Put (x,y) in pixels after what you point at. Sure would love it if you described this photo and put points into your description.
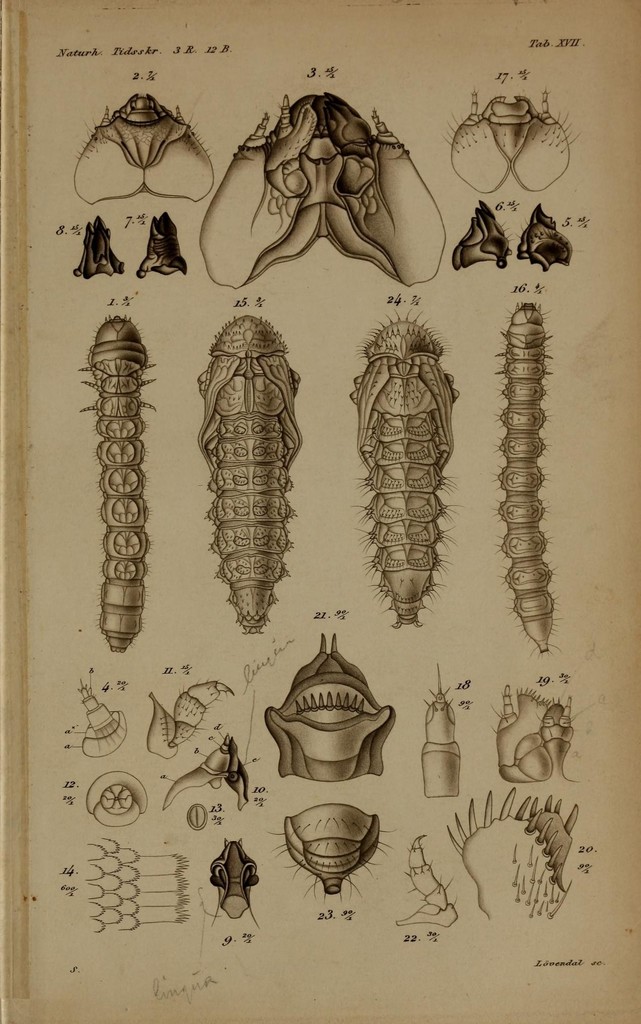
In this picture we can see a paper (509,566), in the paper (476,635) we can find pictures (228,279) of an insects (257,514).
